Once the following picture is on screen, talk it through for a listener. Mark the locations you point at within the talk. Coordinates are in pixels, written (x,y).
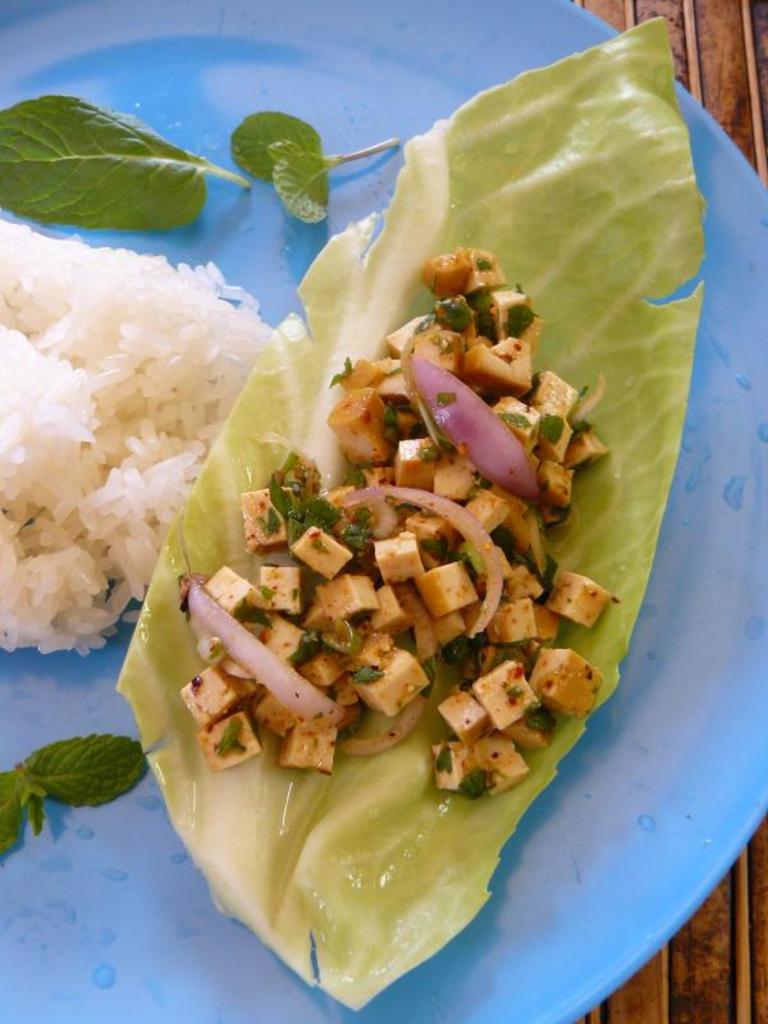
In this picture we can see rice (208,328) and some other food (372,485) in the blue color plate (631,685).
